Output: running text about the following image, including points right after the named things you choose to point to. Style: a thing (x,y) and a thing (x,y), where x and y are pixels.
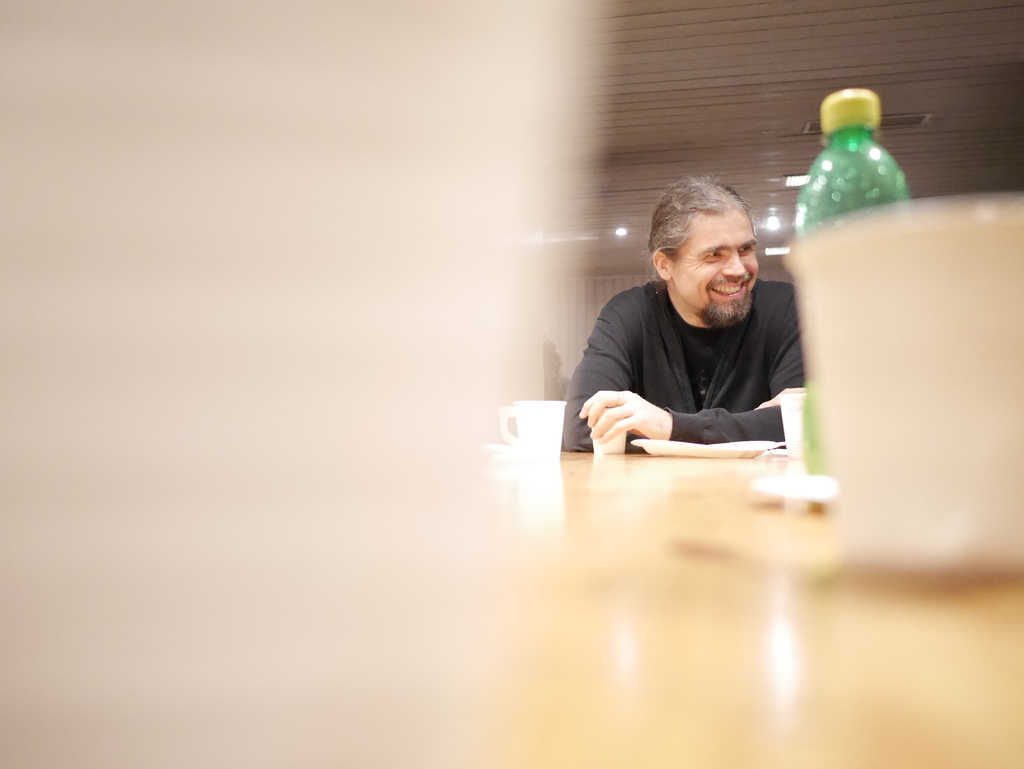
In this picture we can see a man (785,321). He is smiling. This is table (534,696). On the table (522,709) there are cups (798,453), and a plate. This is bottle (870,96). On the background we can see a light (772,226).
